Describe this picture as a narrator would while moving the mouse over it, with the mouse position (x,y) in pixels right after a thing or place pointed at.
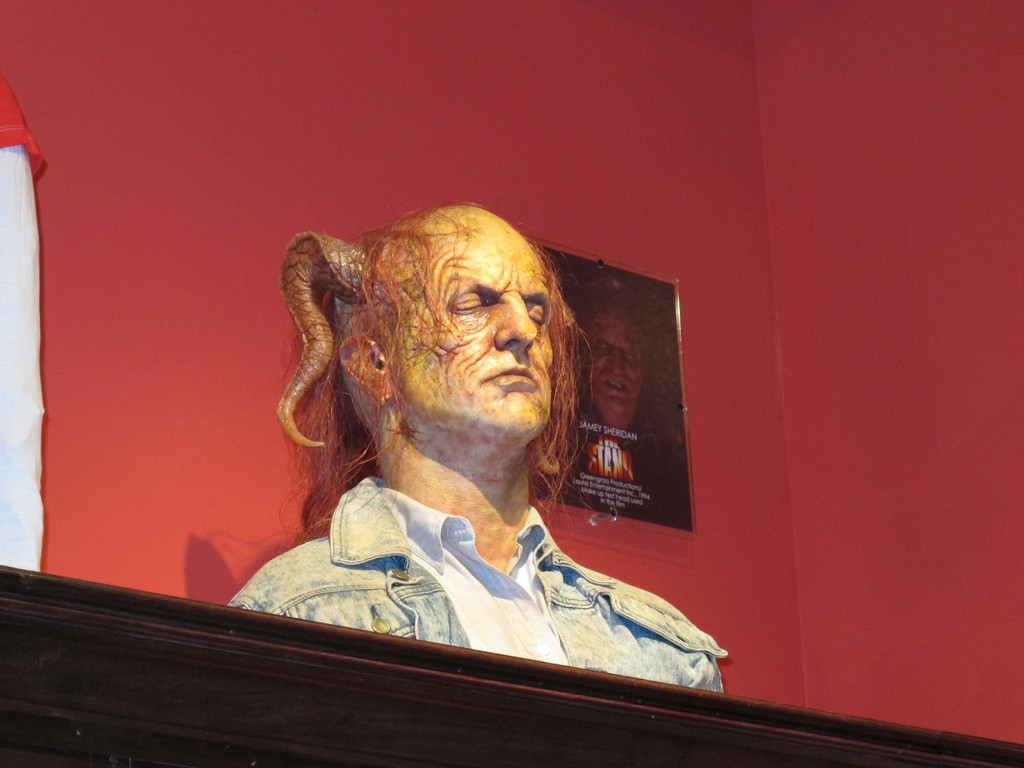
In this picture there is a statue (437,272) of the man face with horn (293,272) on the head (379,275) is placed on the wooden rafter (303,630). Behind there is a red color wall (733,523) with hanging photo frame (626,414).
